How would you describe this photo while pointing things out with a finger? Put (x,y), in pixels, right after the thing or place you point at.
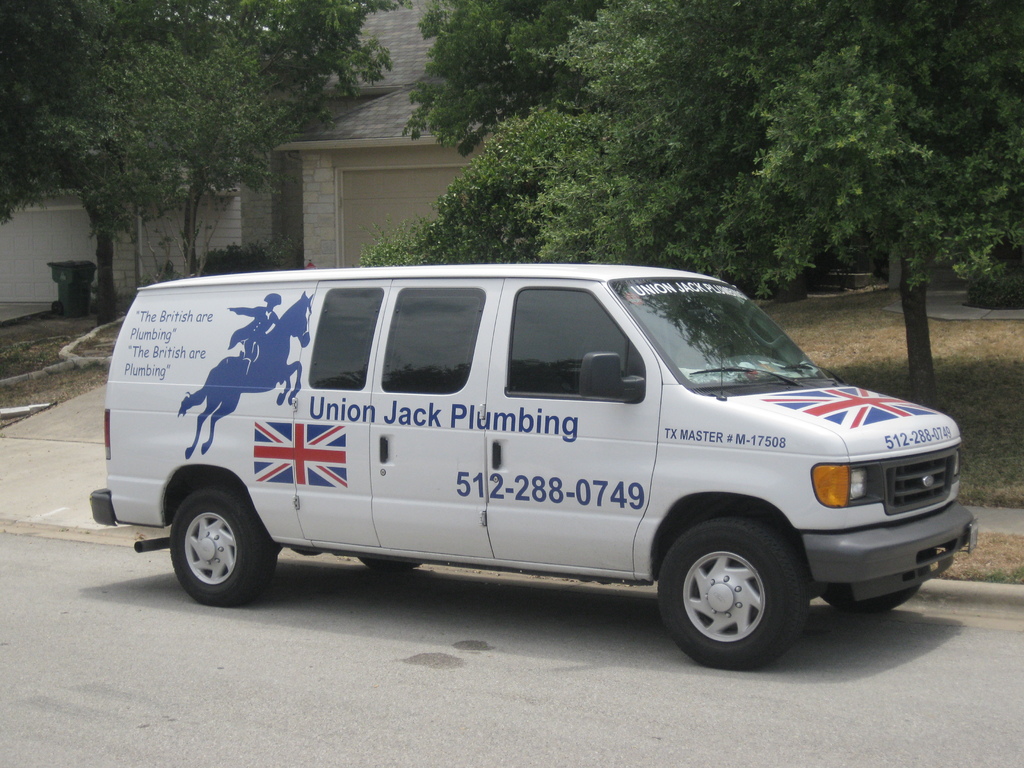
In this image I can see a van (430,425) on the road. On the van (537,443) I can see some design of flag (272,445) and other things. I can also see something written on it. In the background (485,99) I can see a house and trees (524,195).
